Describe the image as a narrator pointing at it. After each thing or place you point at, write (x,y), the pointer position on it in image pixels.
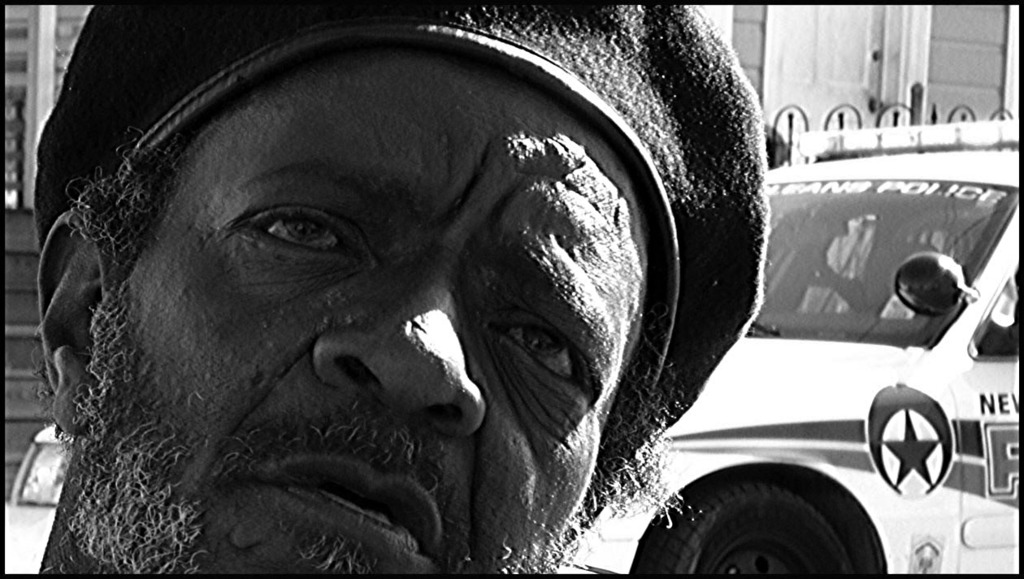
This picture is in black and white. Towards the left (335,391), there is a man (573,291) with a hat (657,94). Towards the right (888,343), there is a vehicle (793,228).
